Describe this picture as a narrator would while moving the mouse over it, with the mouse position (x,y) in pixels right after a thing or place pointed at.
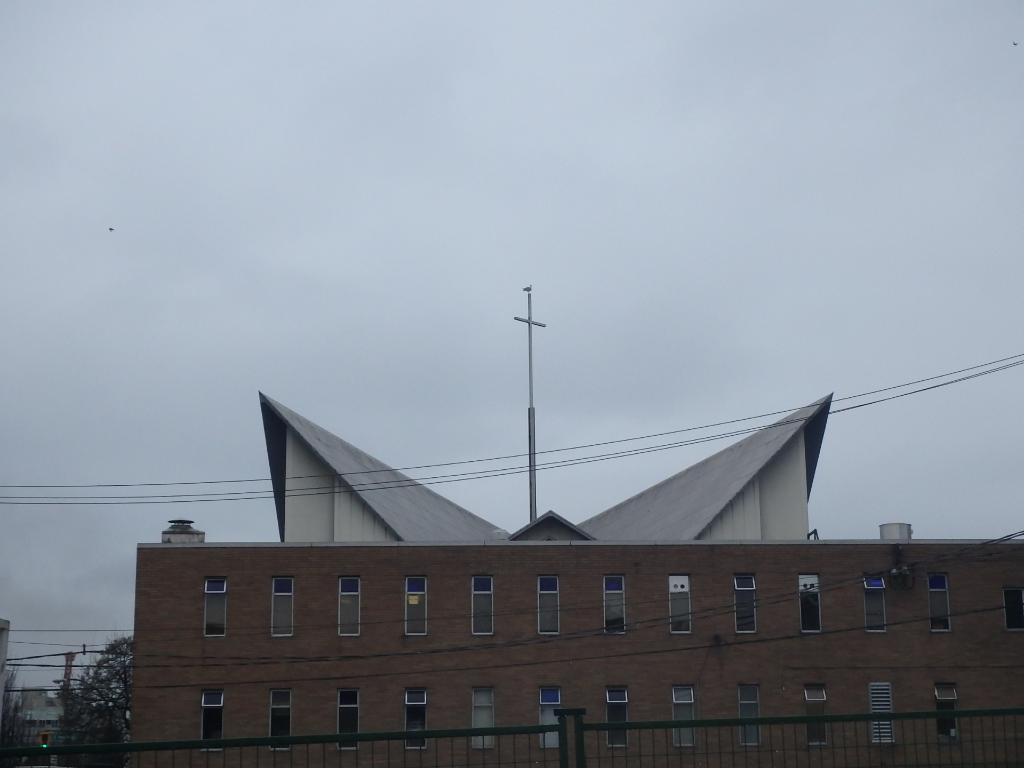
In this image we can see building (550,631), poles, grill (245,742), electric cables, windows (620,613), trees (117,678) and sky (216,270) in the background (637,268).
